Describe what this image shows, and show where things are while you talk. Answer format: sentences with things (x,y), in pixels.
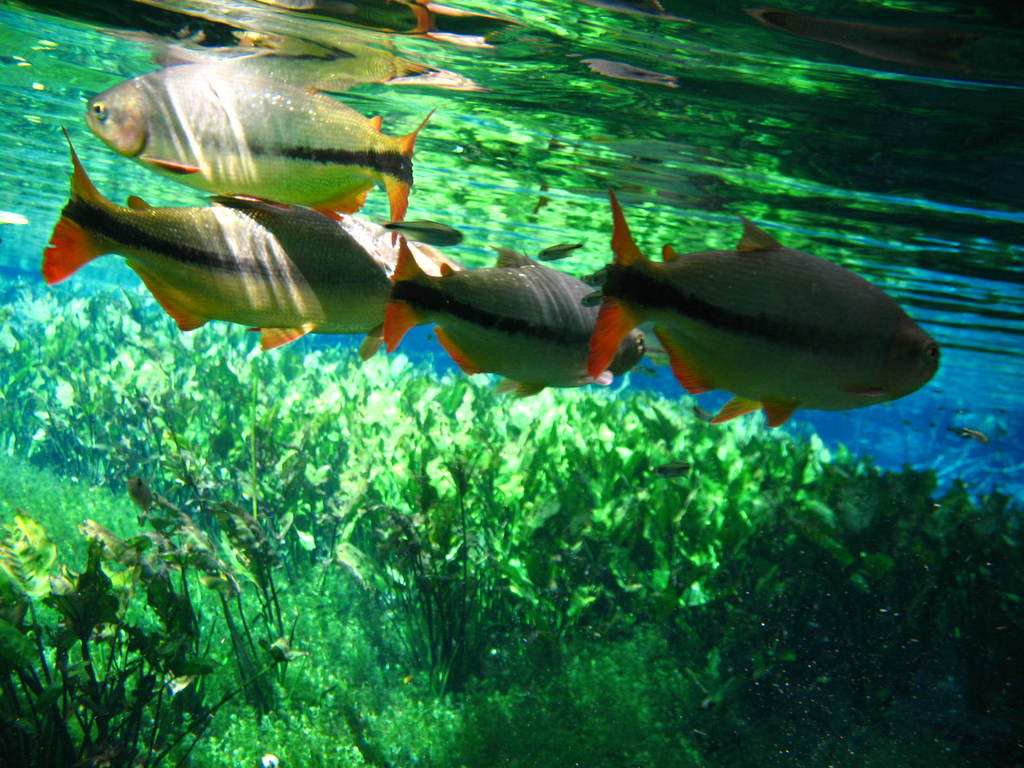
In this picture I can see there are few fishes (414,308) swimming in the water (480,162) and there are plants (256,637) inside the water (616,383).
